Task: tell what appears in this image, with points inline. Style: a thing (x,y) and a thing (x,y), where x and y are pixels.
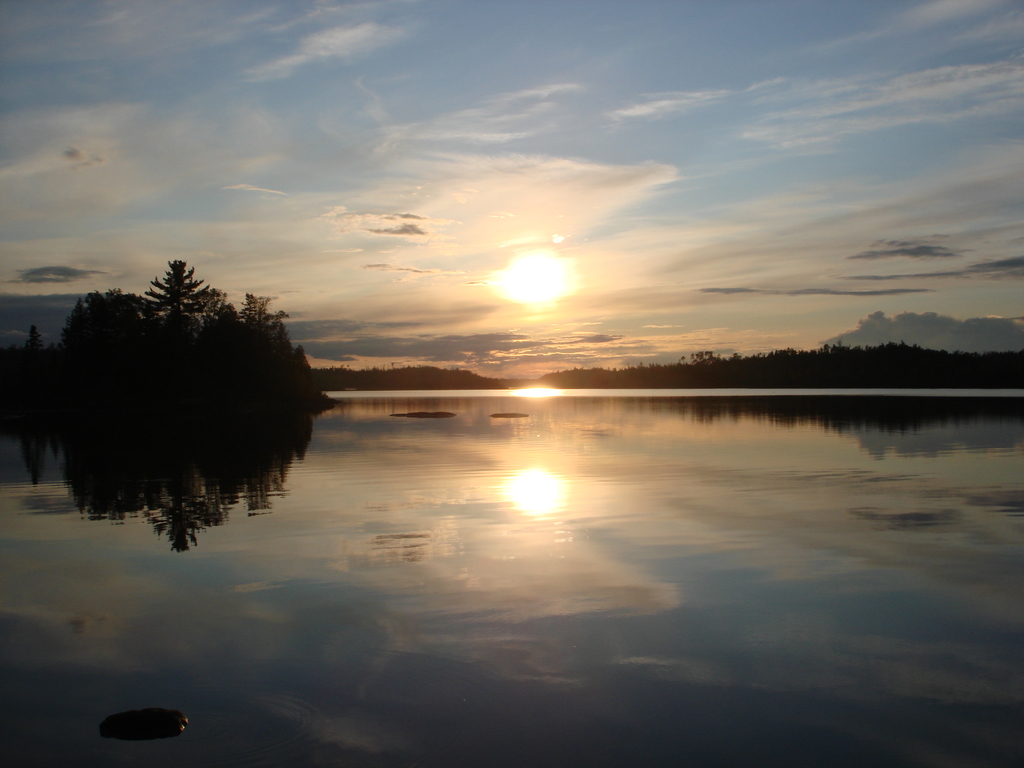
In this image in front (271,660) there is water (516,568). In the background of the image (822,369) there are trees (803,369), sun (560,272) and sky (551,118).
